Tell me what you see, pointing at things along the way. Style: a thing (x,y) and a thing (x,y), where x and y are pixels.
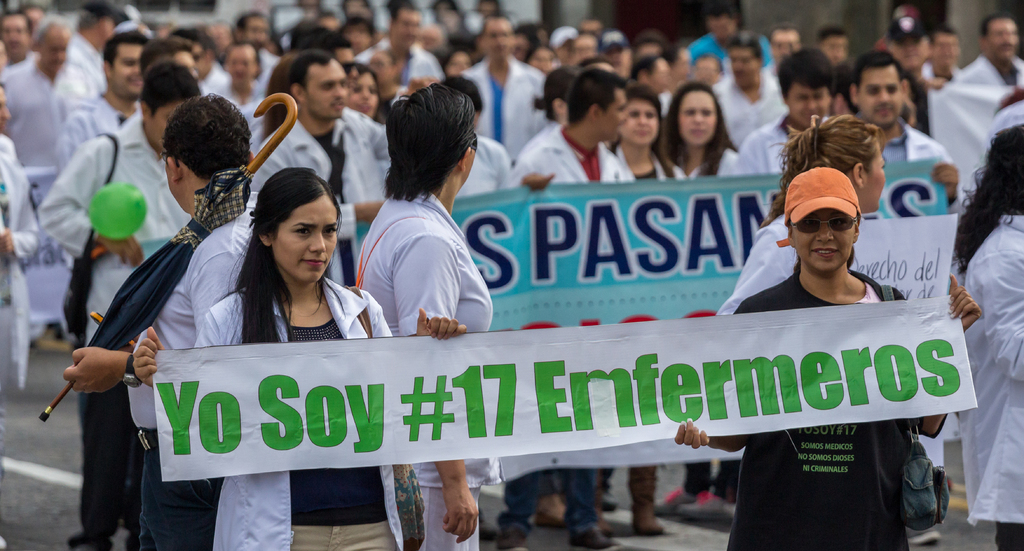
In this image I can see the group of people (342,82) with white color shirts (231,225). I can see few people (311,228) are holding the banners (508,296) and one person (199,264) is holding the umbrella (191,233). I can see few people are wearing the caps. These people (84,181) are on the road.
